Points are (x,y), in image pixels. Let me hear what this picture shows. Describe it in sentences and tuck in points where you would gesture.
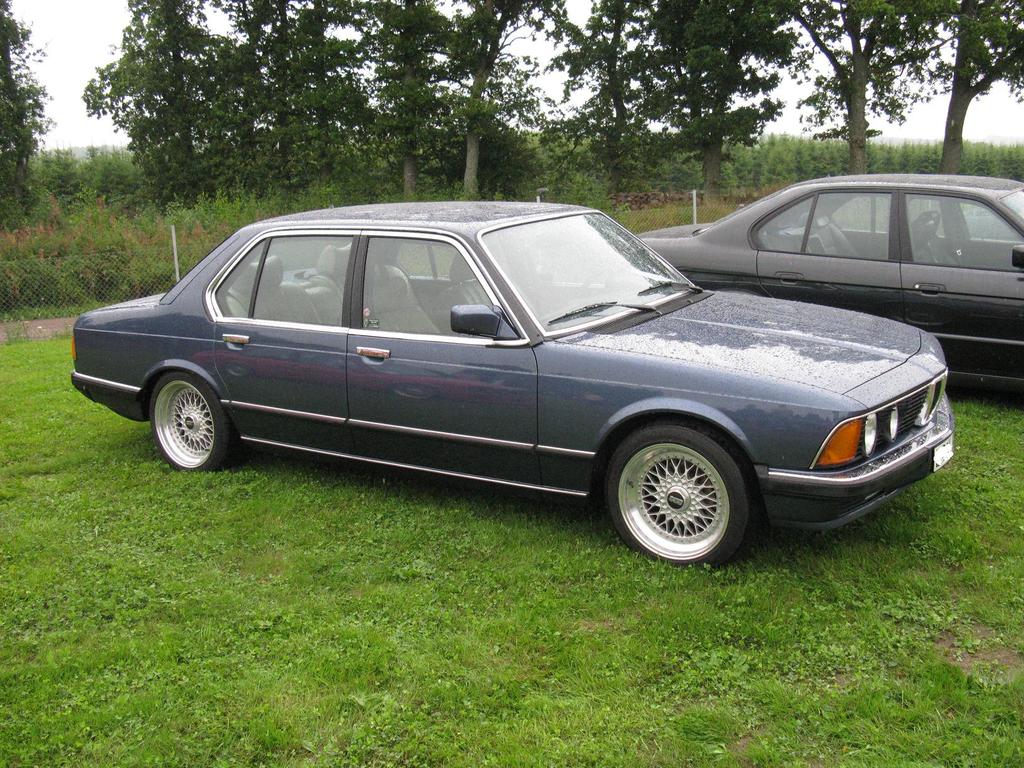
In this image in front (1000,297) there are cars (633,292). Behind the cars (311,256) there is a mesh (19,273). At the bottom of the image (351,660) there is grass (510,660) on the surface (382,650). In the background of the image (390,172) there are trees (199,44) and sky (73,46).
